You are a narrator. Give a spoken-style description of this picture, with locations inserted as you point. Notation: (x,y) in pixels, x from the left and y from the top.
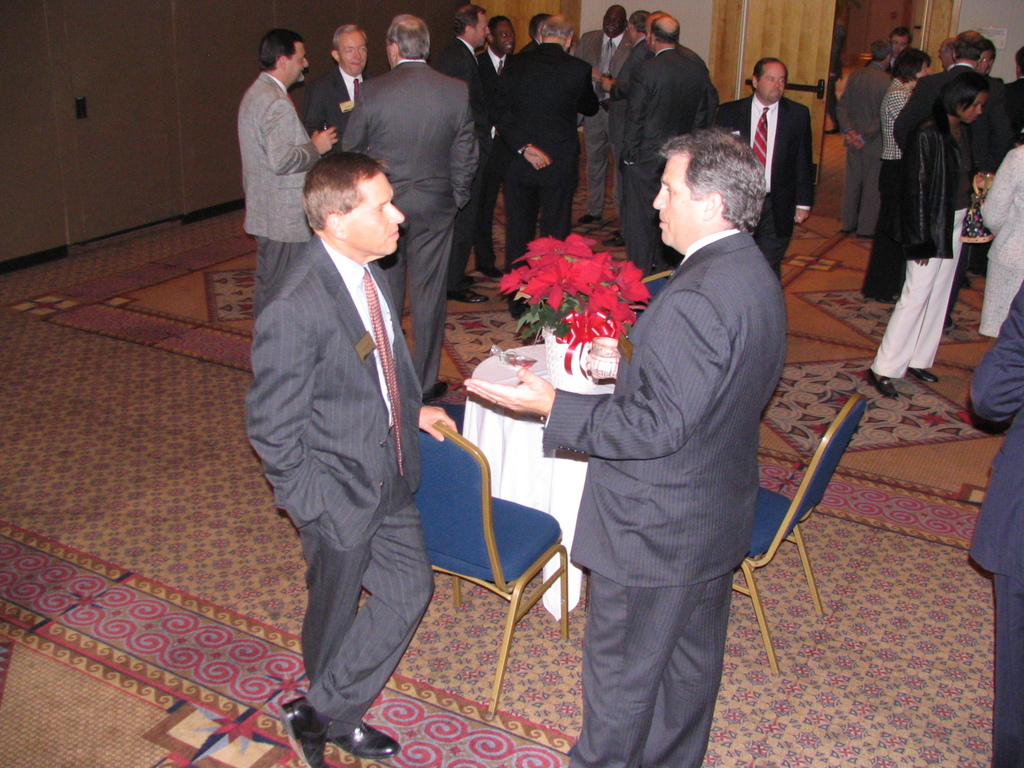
In this image we can see the people (1018,56) standing. We can also see the table (520,418) which is covered with the cloth (571,472) and there is a flower pot (579,298), chairs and also a door (756,26). We can also see the wall (225,45). At the bottom (91,609) we can see the carpet (171,699) on the floor (843,628). On the left (105,122) we can see the wall (122,133).
